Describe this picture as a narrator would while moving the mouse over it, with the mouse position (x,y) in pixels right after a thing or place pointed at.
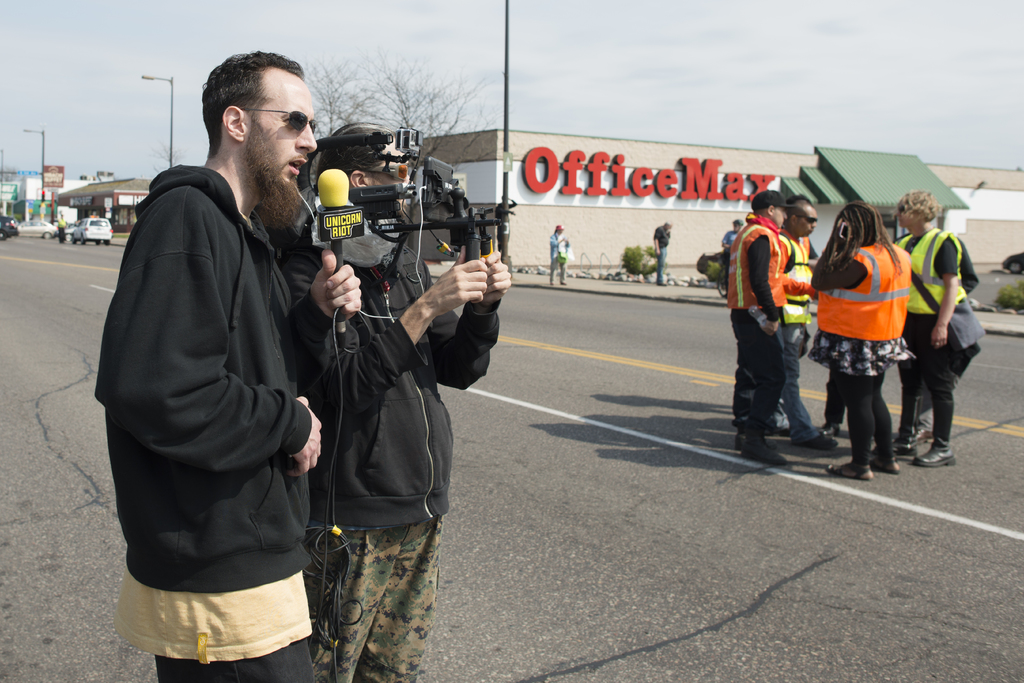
In this image we can see some people (900,273) standing on the road (834,553) and on the left (156,293) we can see persons (286,230) are holding the camera (390,186) and a mike (344,207). In the background (128,191) we can see some buildings (597,213), trees (376,109) and also poles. At the top (551,58) there is a cloudy sky (639,64).
